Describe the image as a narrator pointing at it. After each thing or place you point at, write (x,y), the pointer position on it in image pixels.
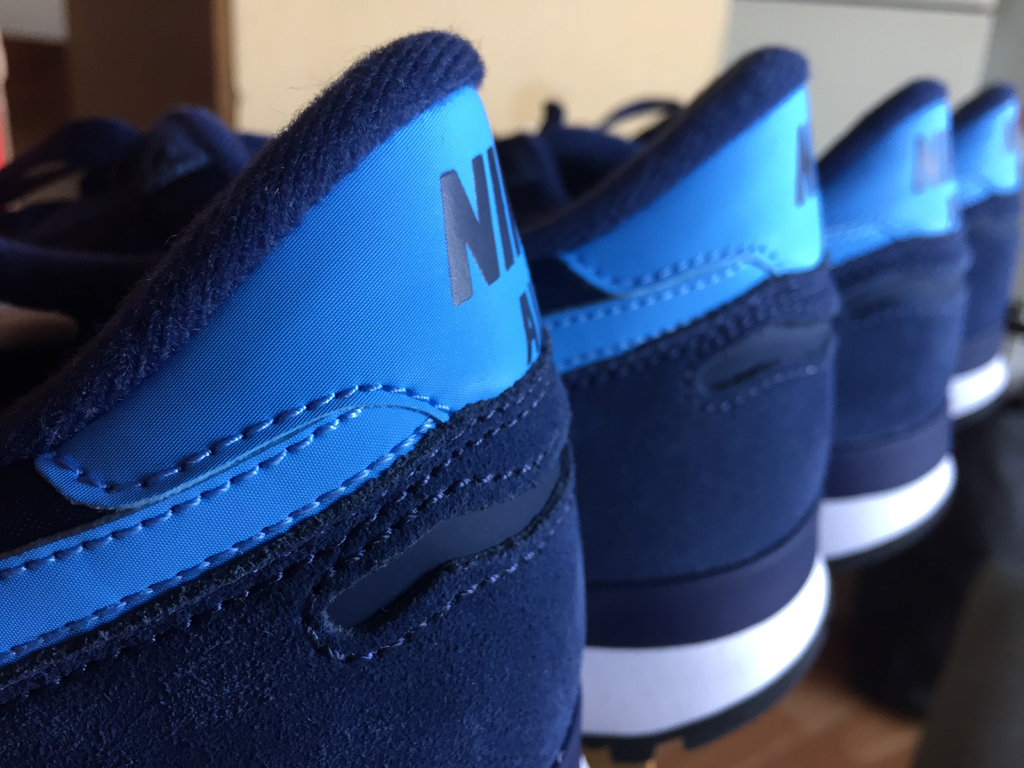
Here I can see four blue color shoes (465,398) on a wooden surface (800,751). In the background (535,39) there is a wall (617,67).
